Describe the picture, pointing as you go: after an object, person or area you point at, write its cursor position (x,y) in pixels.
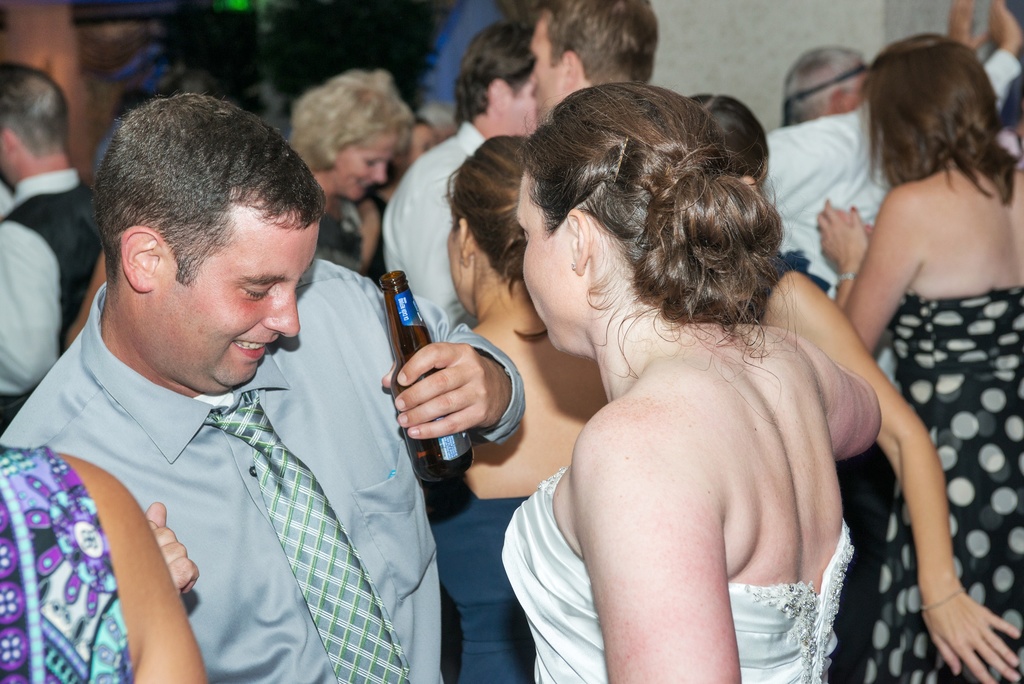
people (529,194) are standing. the person (314,471) at the left (240,497) is wearing a tie (331,557) and holding a brown glass bottle (402,330) in his hand (438,371). behind them there is white wall (745,33) at the right (731,14). the person (593,526) at the front (734,649) is wearing a white dress (542,559).
